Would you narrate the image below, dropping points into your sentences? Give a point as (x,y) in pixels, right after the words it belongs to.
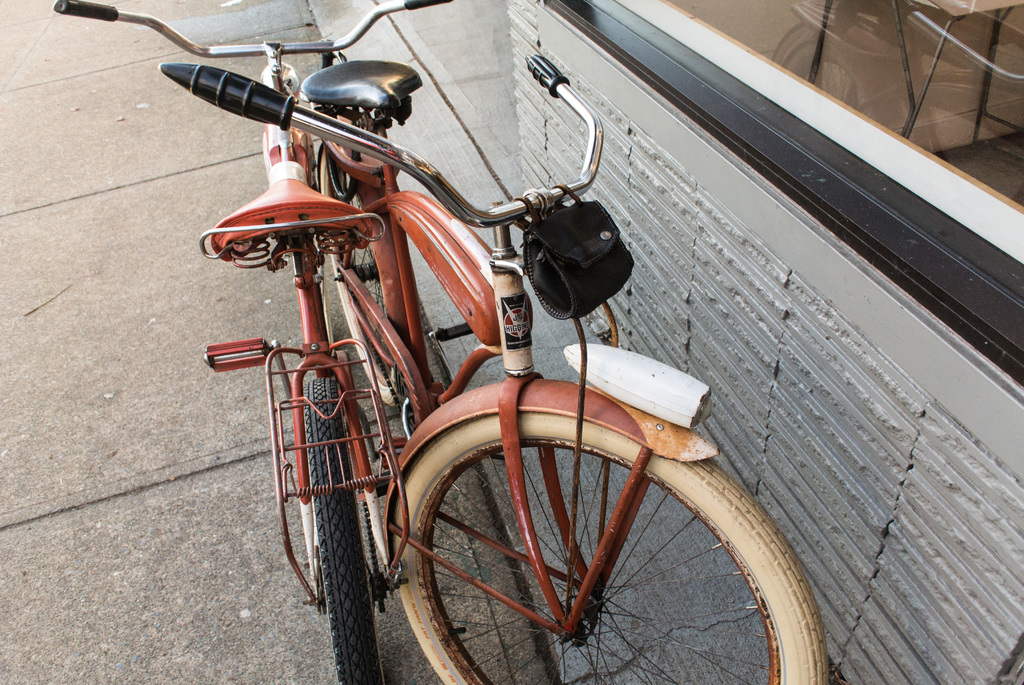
In this image there are two bicycles (369,348), and there is a wall (755,236) of a building (520,66).
